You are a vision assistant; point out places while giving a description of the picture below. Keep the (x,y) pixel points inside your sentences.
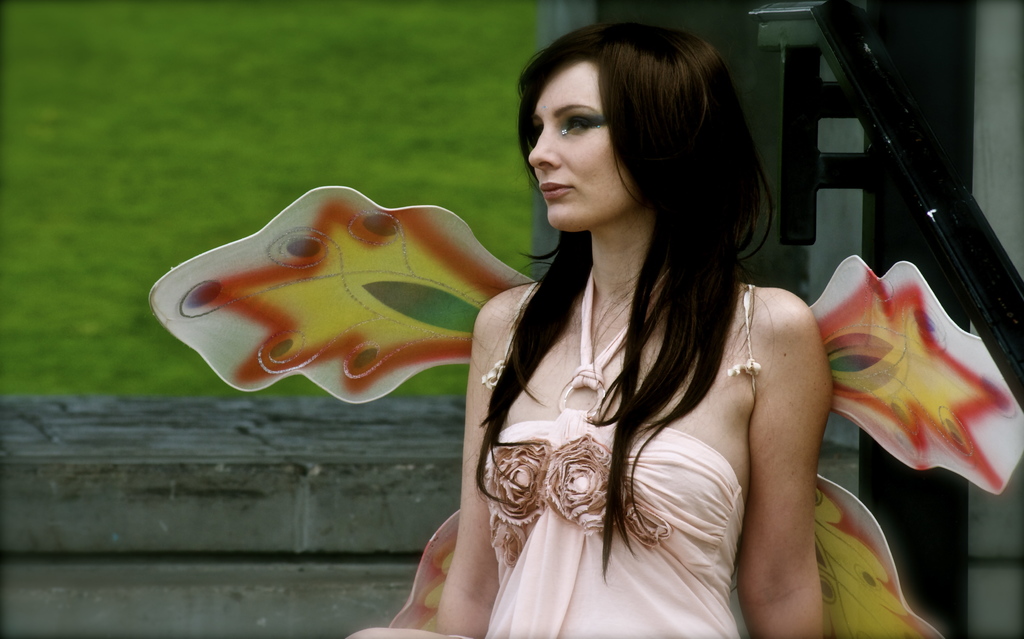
In this picture I can observe a woman (512,424). She is wearing cream color dress (572,452). I can observe wings (391,296) on the back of a woman (594,304). In the background (24,173) I can observe some plants (209,133) on the ground (190,153).
